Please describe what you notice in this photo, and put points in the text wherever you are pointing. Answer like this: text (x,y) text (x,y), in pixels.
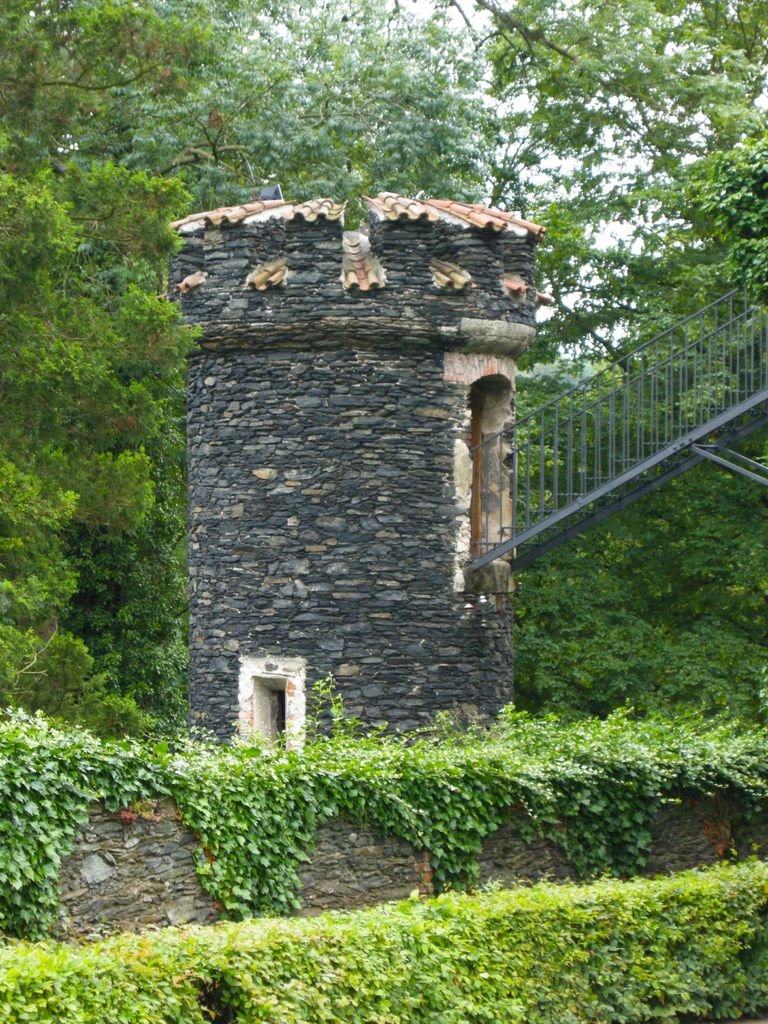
In this image I can see the building (335,468) which is in black and cream color. To the side I can see the railing (540,480) and stairs (730,464). In the background (446,157) there are trees (742,244) and the sky (548,291).
